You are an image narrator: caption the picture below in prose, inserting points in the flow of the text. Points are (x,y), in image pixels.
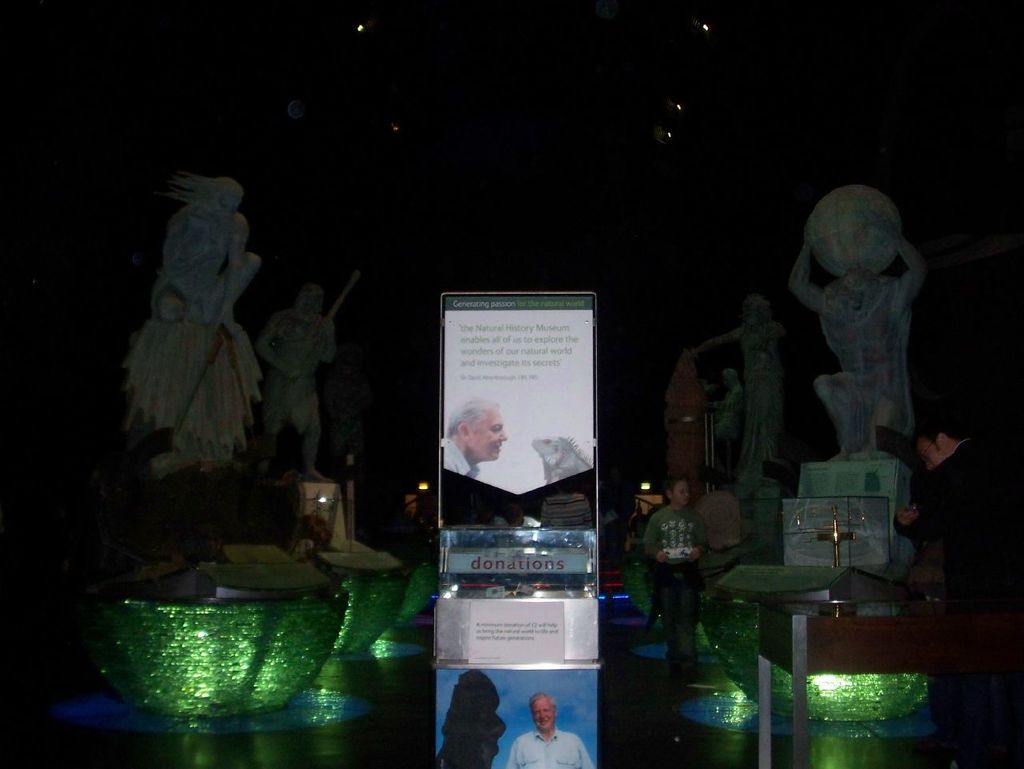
In this image there are statues (861,358), boards (519,334), poster (547,636), people (687,541), lights (620,597) and objects (577,597). Something is written on the boards (521,563) and poster (514,384).
